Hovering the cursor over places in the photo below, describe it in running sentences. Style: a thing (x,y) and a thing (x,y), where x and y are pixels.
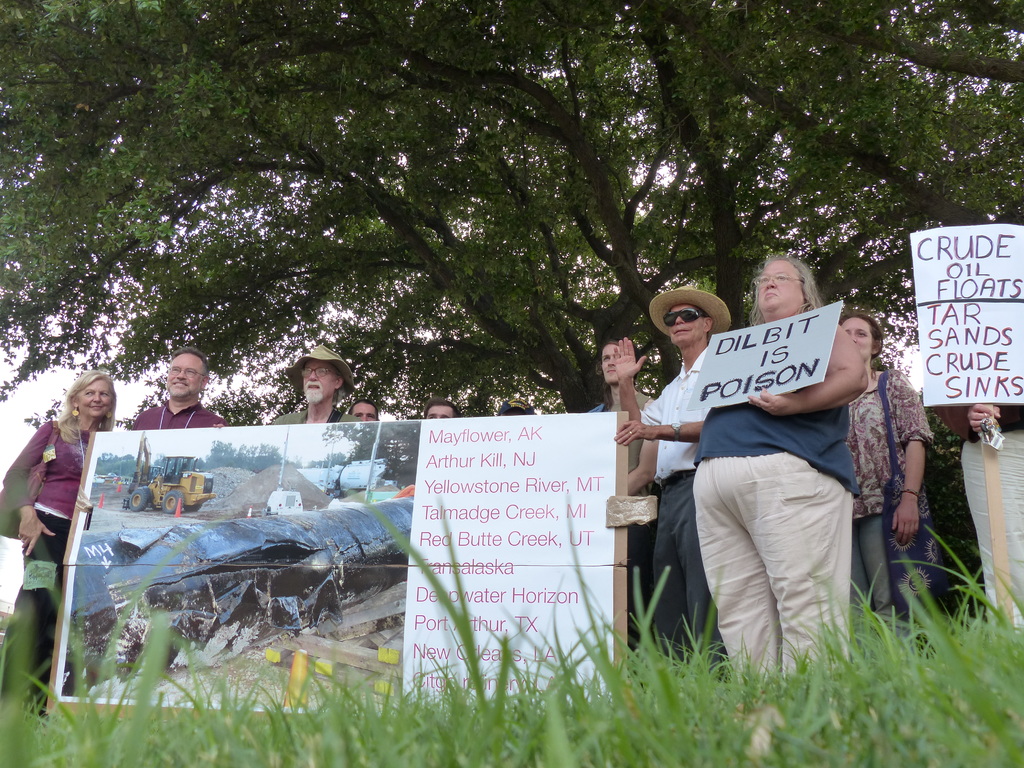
In this picture we can see some people (695,440) standing here, this woman (749,411) is holding a board (769,379), we can see a banner (489,536) here, at the bottom (711,717) there is grass (708,717), we can see a tree (553,120) in the background (481,103).
